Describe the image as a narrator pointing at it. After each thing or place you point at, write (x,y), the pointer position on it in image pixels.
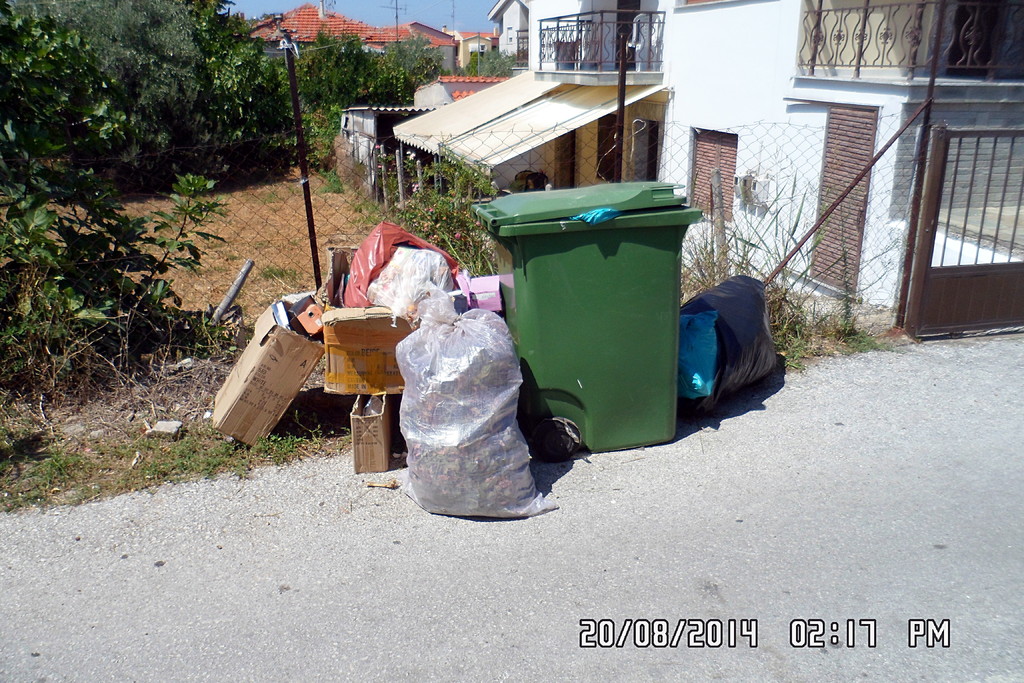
In this picture we can see a dustbin (583,325), cardboard boxes (358,345), some plastic bags (412,338) in the front (509,364), on the left side (167,25) there are trees (33,130), in the background (865,108) we can see buildings (372,146), there is a pole (305,159) in the middle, we can see the sky (342,3) at the top of the picture (359,2), at the bottom (129,465) there is some grass (122,447) and stones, at the right bottom (798,636) we can see time, date, month and year (733,641).
